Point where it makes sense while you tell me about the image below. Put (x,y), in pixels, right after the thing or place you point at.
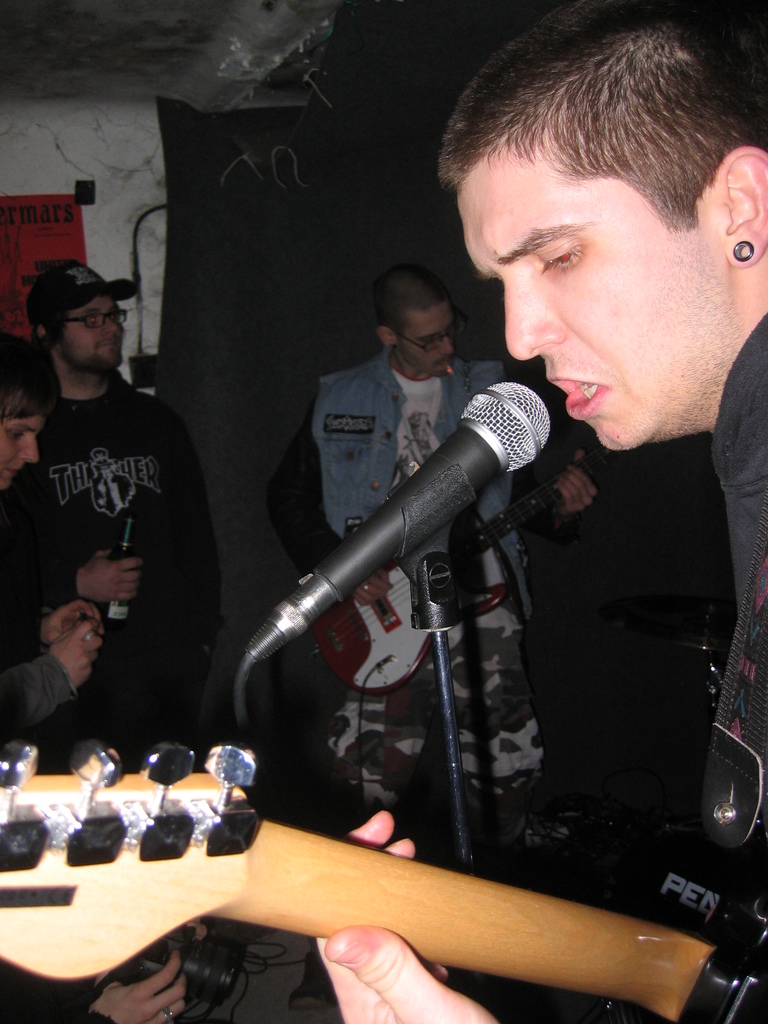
This image is clicked in a musical concert. There is a mic (331,580) in the middle (371,539). A person (415,688) is there on the right side (571,211), middle and left side (78,281). The one who is on the right side (526,320) is playing guitar (519,969) and singing something.
